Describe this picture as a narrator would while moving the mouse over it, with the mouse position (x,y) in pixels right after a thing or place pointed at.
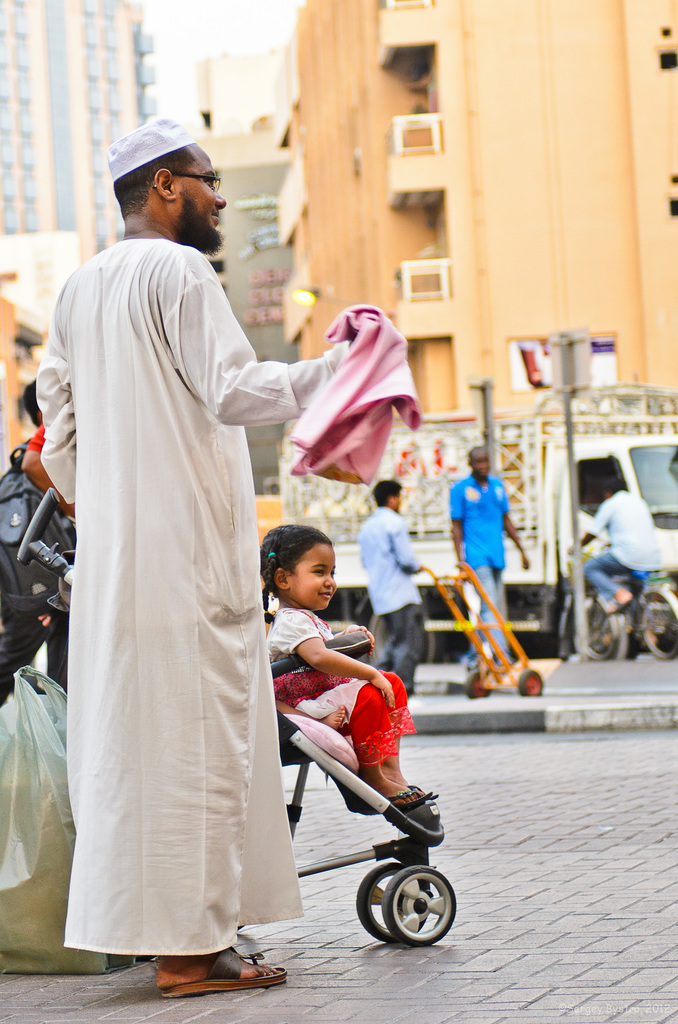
I can see in this image a man (223,517) standing on the road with a child (306,635) on wheels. In the background (508,263) I can see there are few buildings (381,141) a group of people (416,571) and a truck (522,504).
